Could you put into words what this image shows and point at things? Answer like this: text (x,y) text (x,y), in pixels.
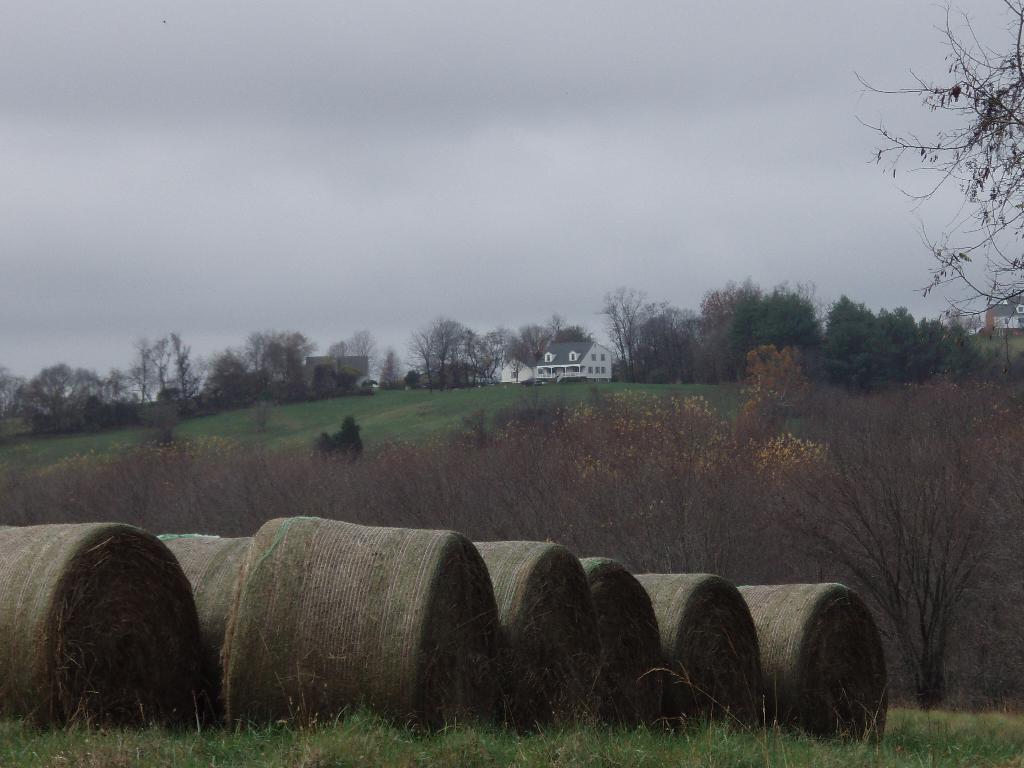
In this picture we can see some objects (352,525) on the ground (662,761), trees (470,469), grass (300,428), buildings (554,361) with windows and in the background (190,299) we can see the sky (190,299) with clouds (362,239).
